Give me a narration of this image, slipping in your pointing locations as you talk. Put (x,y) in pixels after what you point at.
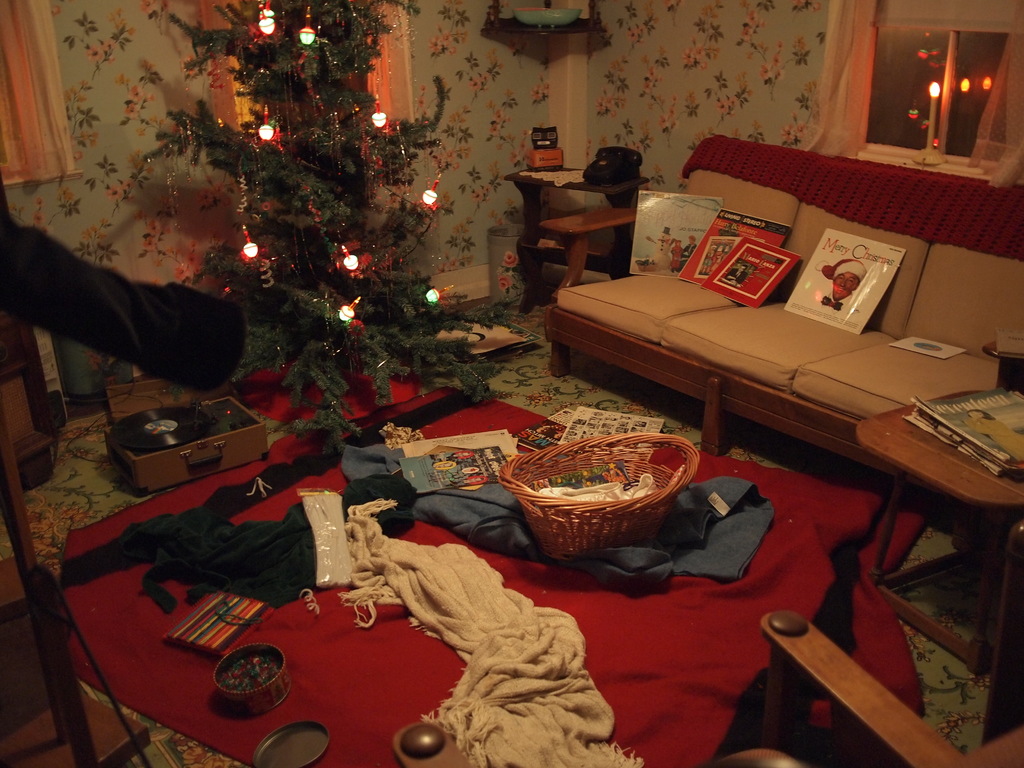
In this picture we can see a room (563,285) with sofa (769,297) pillows (792,241) and books (834,285) on it aside to this table cloth (696,640), basket (577,462) with toys (595,471), box (261,652), Christmas tree (318,115) and in background (801,30) we can see wall (765,67), windows (891,47), curtains (833,76).
